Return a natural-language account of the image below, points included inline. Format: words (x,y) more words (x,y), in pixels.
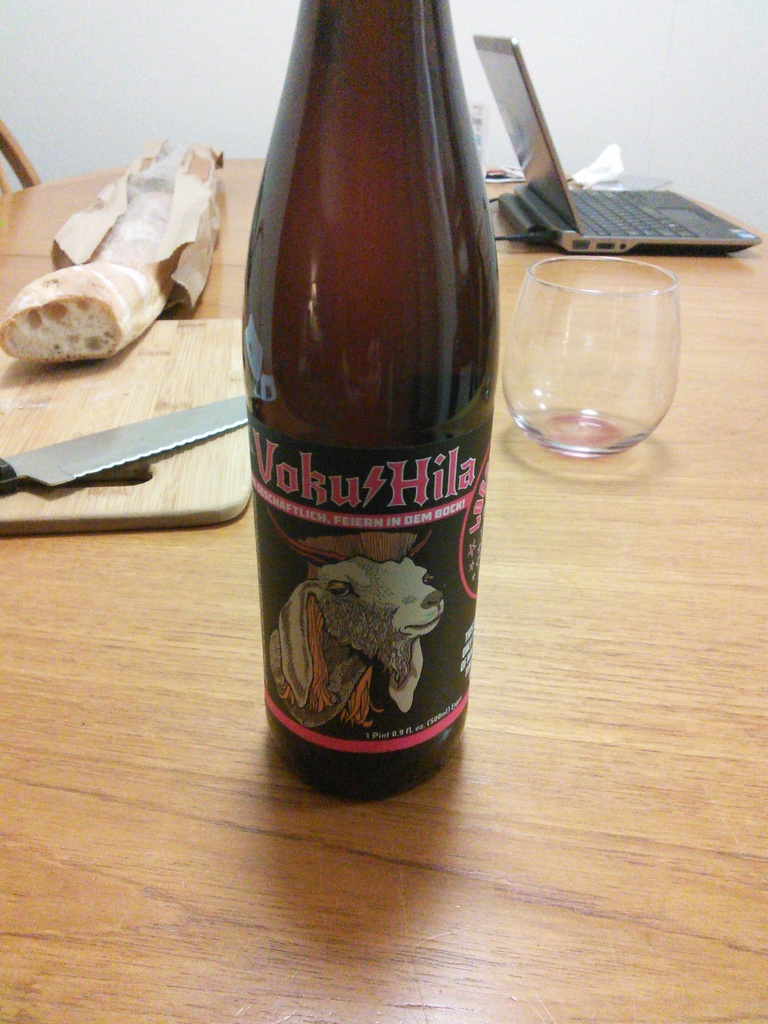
In this image I can see a table (266,886). There is a bottle (395,390), glass (564,374), laptop (593,229), wood (240,347), knife (137,423), bread (81,329), One tissue paper (605,167) are placed on this table (649,630). In the background (605,49) I can see a white color wall (612,26).
